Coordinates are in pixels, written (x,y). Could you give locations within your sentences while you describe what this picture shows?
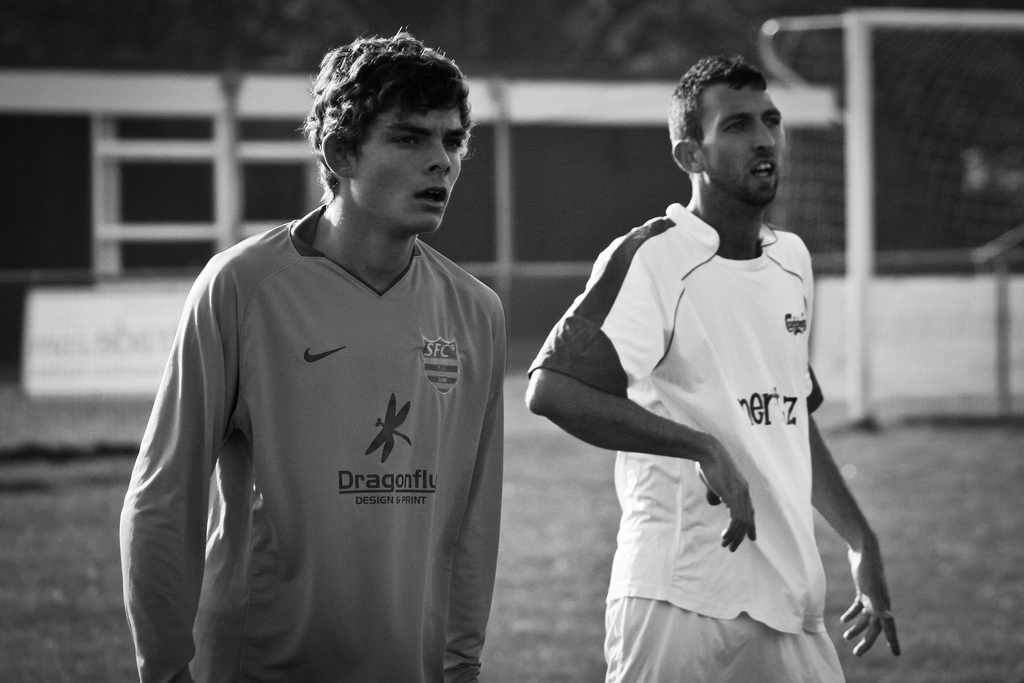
This is a black and white image. In this image there are two men (642,263). In the background (263,161) it is blurred. Also there are some poles (857,172).
